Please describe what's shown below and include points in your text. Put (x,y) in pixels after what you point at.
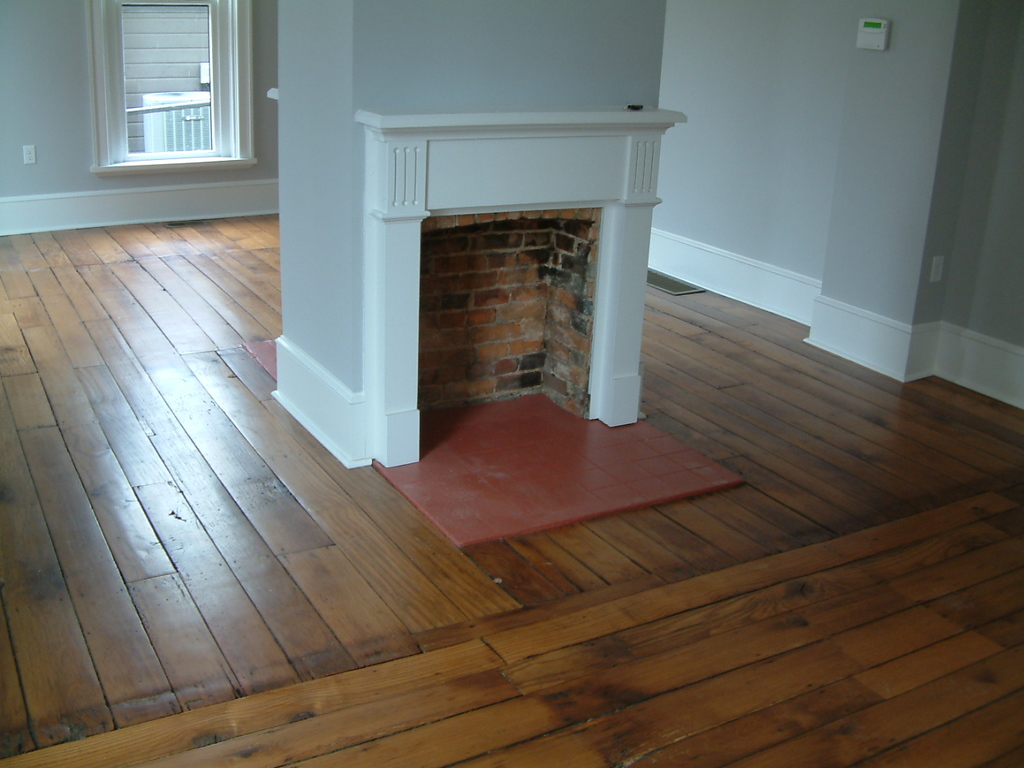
In this image I can see inside view of the building (191,319) and I can see a beam (345,90) in the middle (343,324) and I can see a window (115,87) and the wall (50,88) visible in the middle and on the right side (873,137) I can see the wall (926,152).
